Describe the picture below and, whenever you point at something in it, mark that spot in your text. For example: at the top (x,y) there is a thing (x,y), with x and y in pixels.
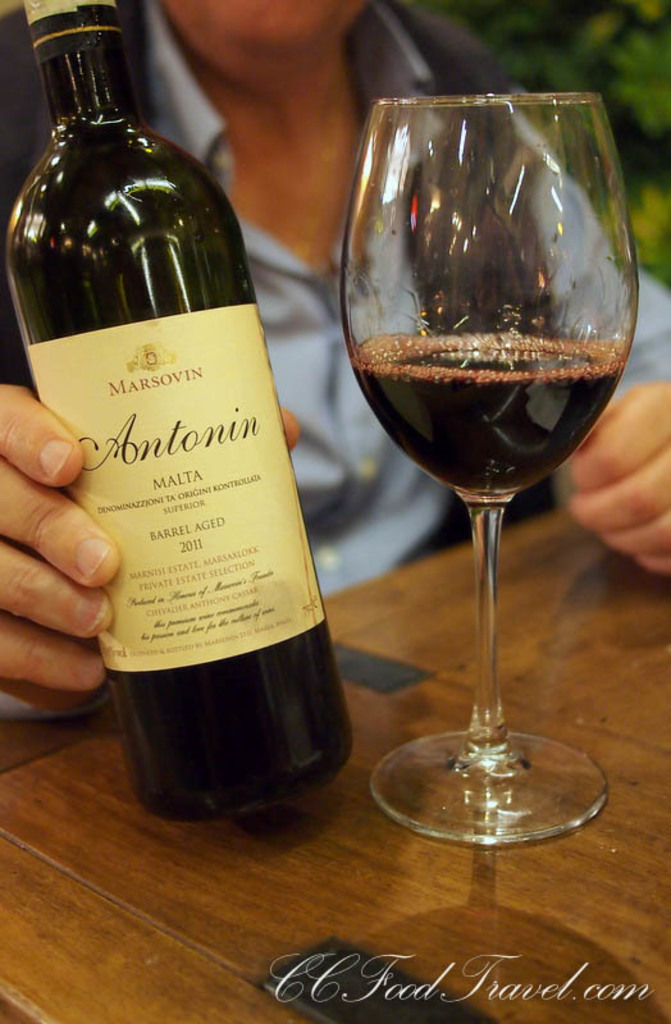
In this image we can see a bottle (192,642) with label (218,643) on it and a glass (448,395) with a drink (515,344) in it are placed on the wooden surface (283,893). Here we can see a person (635,454) wearing shirt (364,432) and the image is blurred. Here we can see the watermark (368,971) on the bottom right side of the image (533,981).
